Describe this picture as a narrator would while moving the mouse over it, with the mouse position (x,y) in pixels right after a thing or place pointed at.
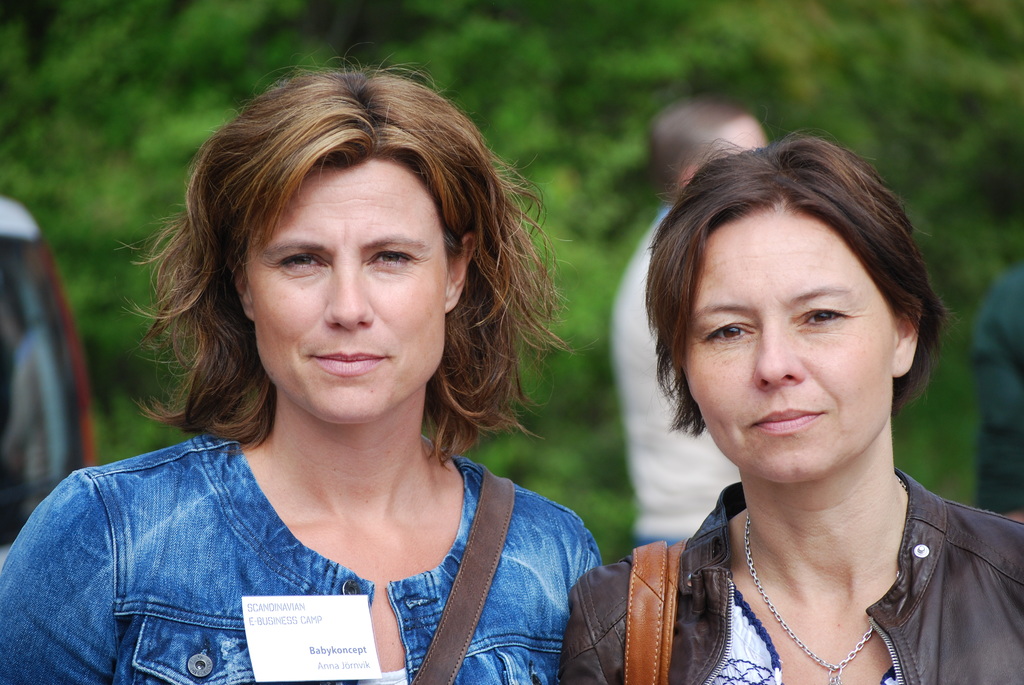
In the picture I can see there are two women (430,482). In the background (672,459) I can see a person (640,366) is standing and the background of the image (841,56) is blurred.
